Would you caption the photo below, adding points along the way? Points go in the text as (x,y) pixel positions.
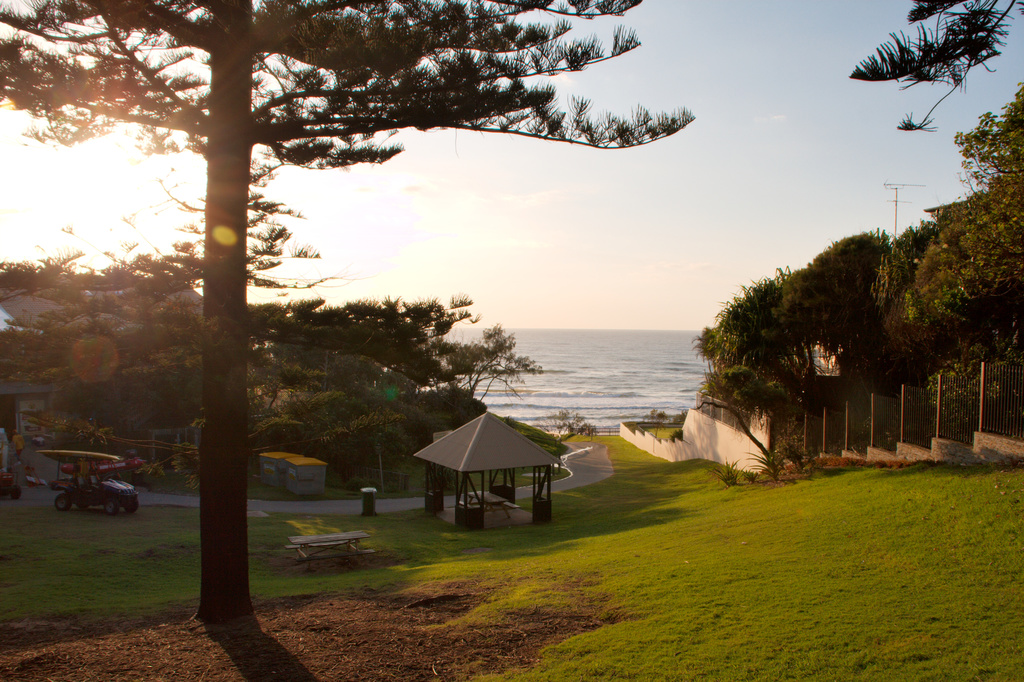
In this image there are trees (981,313) and we can see a shed (502,492). On the left (110,502) there is a vehicle (96,493). In the background (578,405) there is water (664,385) and we can see the sky (662,190).
